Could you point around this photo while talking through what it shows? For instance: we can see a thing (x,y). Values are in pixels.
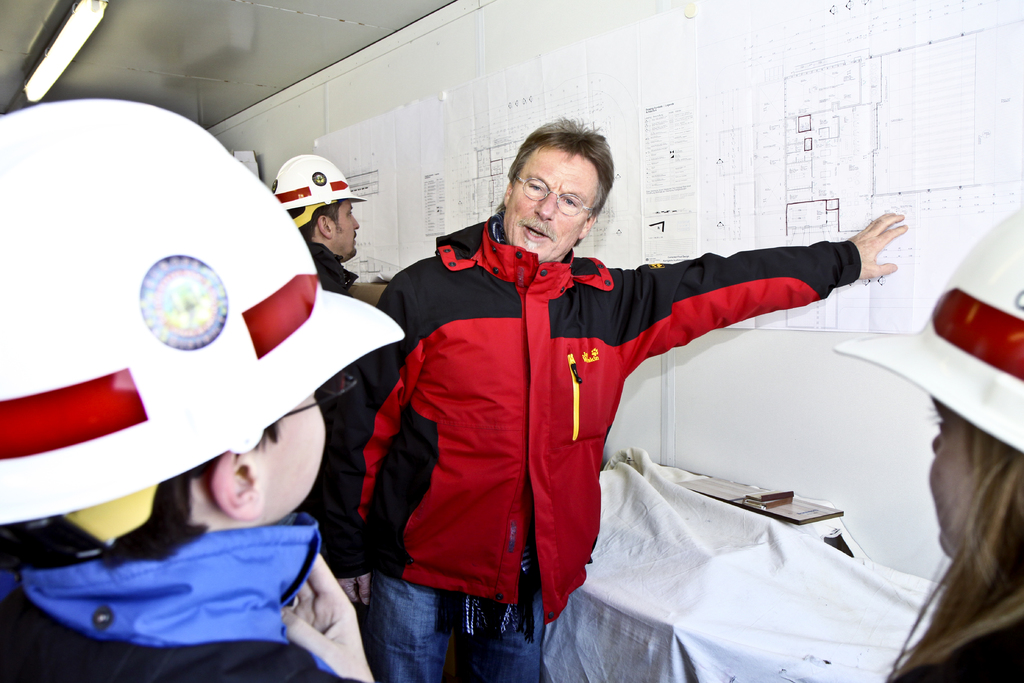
On the left side (120,504) I can see a few people (210,590) wearing jackets (216,671), helmets (270,236) on the head (264,246) and standing facing towards the right side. On the right side (704,419), I can see a wall (743,430) to which few posters (720,125) are attached. At the bottom (831,546) I can see a table (703,628) which is covered with a white color cloth (644,606). In the middle of the image (539,345) I can see a man (457,530) standing, pointing out at the poster (921,193) and speaking. On the top (70,50), I can see a light (59,44).
